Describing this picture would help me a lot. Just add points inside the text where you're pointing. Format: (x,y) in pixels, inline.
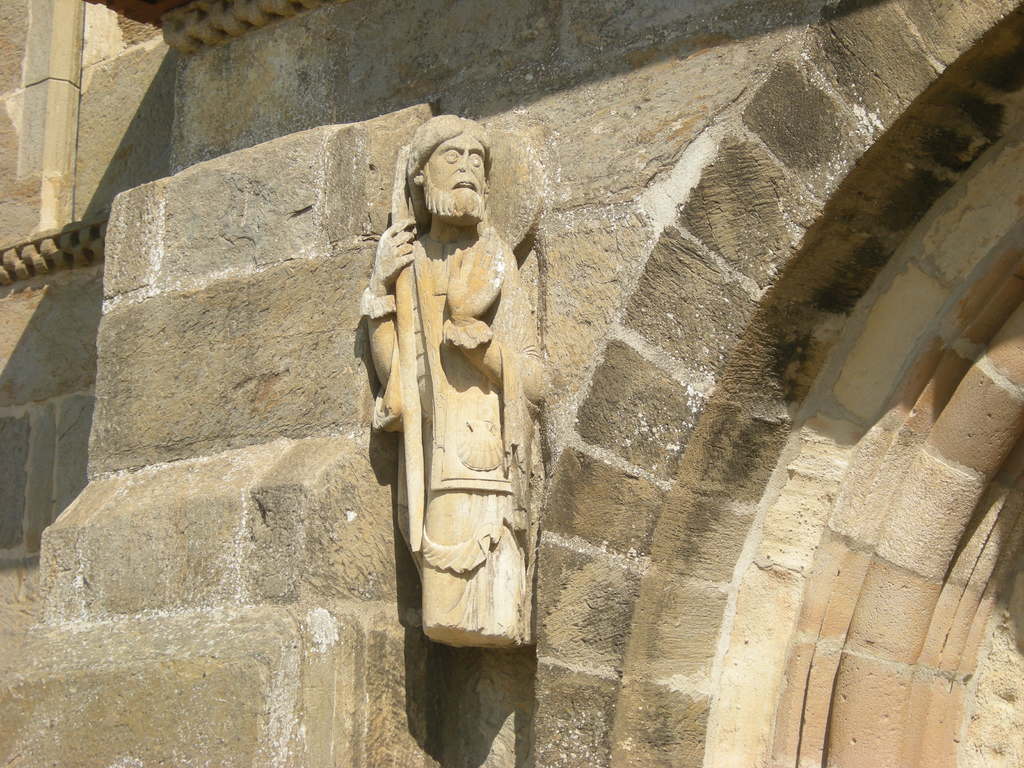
In the foreground of this image (505,613), there is a stone sculpture (421,455) to the wall (613,262) and on the right (1001,259), it seems like an arch (912,559).
